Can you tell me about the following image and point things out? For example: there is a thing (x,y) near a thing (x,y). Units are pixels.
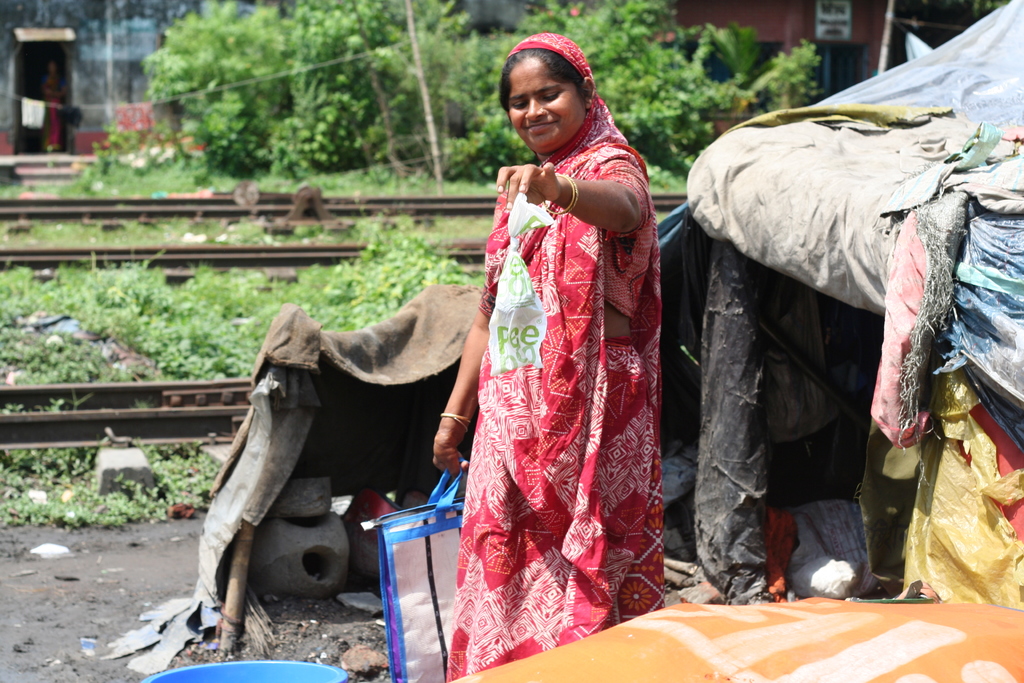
In this picture there is a woman (616,401) wearing a red color saree (533,448), holding a white color cover (518,340) in the hand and smiling. Beside there is a blue color small tent house (882,523). Behind there is a railway tracks (107,392) and some trees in the background (285,156).
